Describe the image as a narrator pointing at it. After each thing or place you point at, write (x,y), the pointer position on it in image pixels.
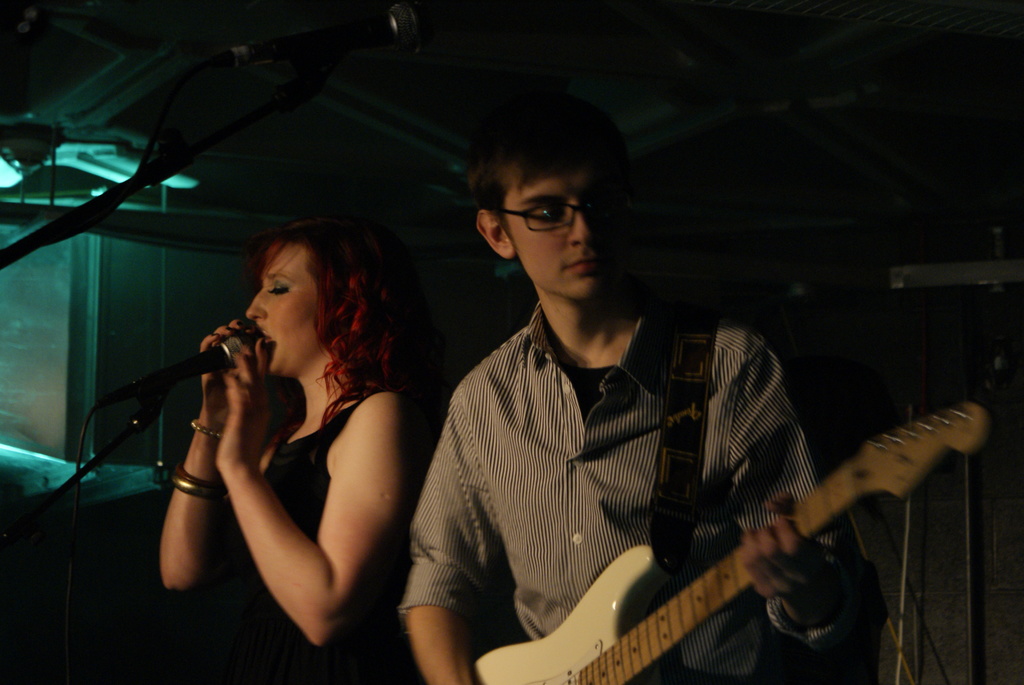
In this picture there are two people (287,260), a woman (266,286) and a man (642,313) standing the woman (341,282) is holding the microphone (175,369) and singing, this man (457,621) is holding the guitar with his left hand (763,588) and playing the guitar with his right hand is also looking at the guitar (702,578) and in the background (64,362) there is a window (90,302).
